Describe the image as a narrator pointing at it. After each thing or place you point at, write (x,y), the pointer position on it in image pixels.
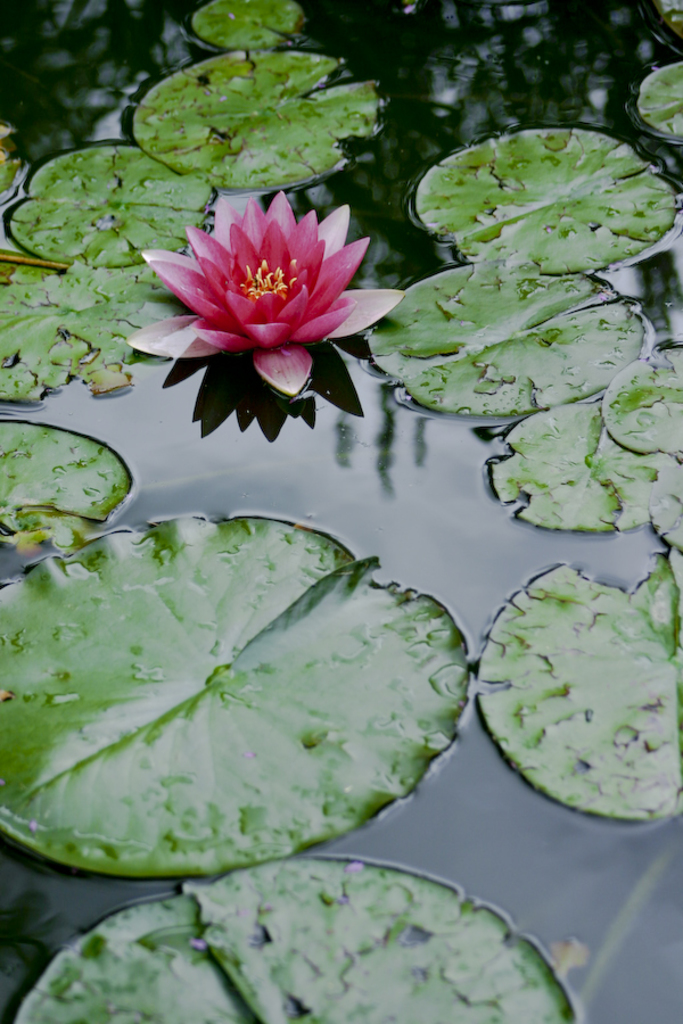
In this picture we can see a lotus flower (316,263) and leaves (250,87) on water (87,129).
